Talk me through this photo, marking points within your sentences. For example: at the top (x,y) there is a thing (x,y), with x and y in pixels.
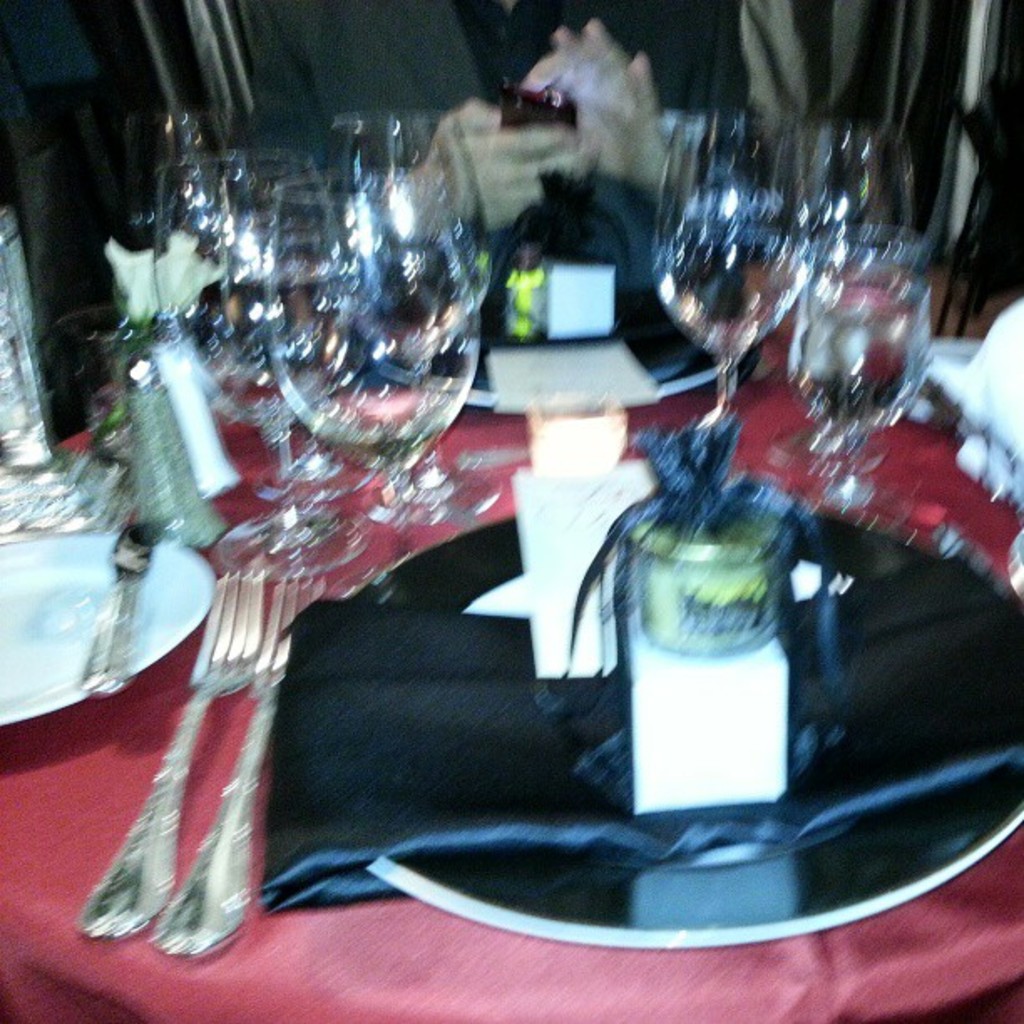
In this image there is a table (975,497) and we can see a tray (605,921), plates (31,567), forks (248,616), glasses (884,306) and a cloth (447,738) placed on the table (463,923). In the background (508,167) we can see a person (600,71) holding a mobile (552,121).
